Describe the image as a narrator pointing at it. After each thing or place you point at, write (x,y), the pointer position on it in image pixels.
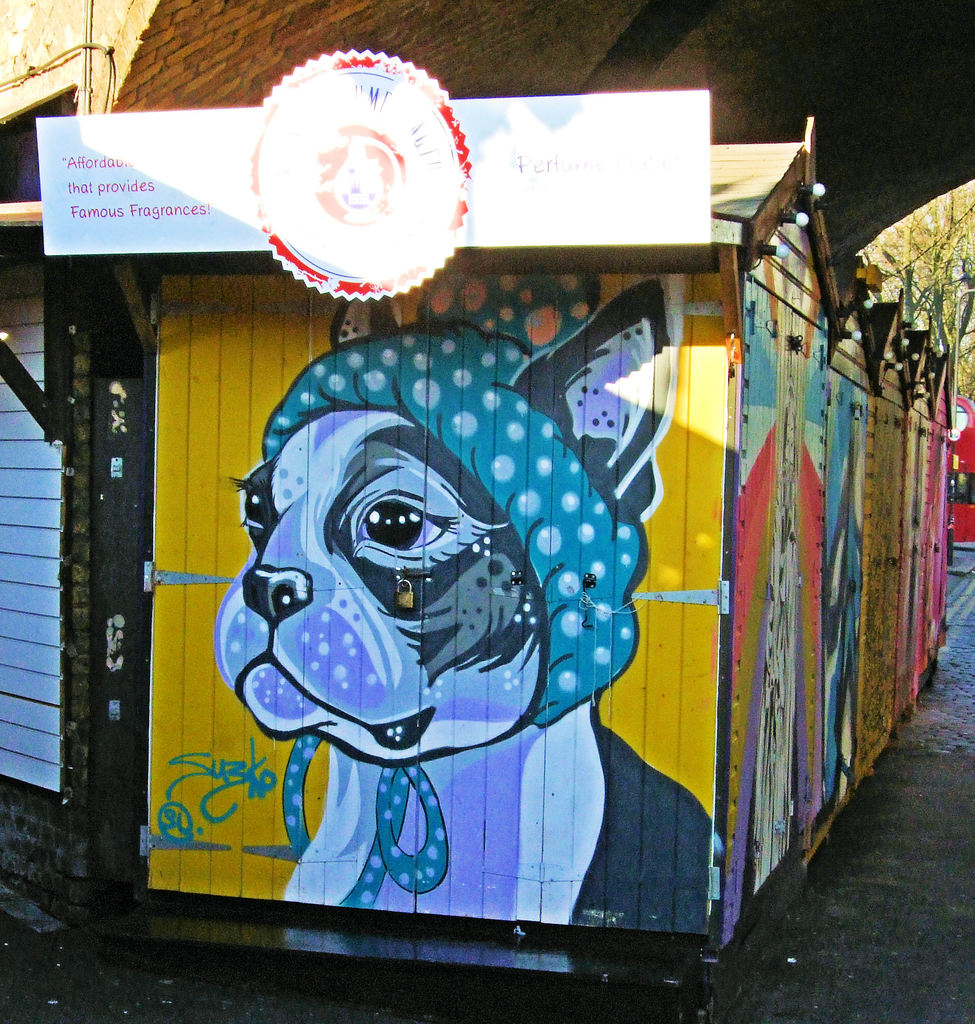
In this image I see few houses (473,447) on which there is art (600,425) on it and I see a board (524,146) over here on which there are few words (65,182) written and I see the path (863,804). In the background (966,381) I see the trees (913,284) and the wall (869,198).
